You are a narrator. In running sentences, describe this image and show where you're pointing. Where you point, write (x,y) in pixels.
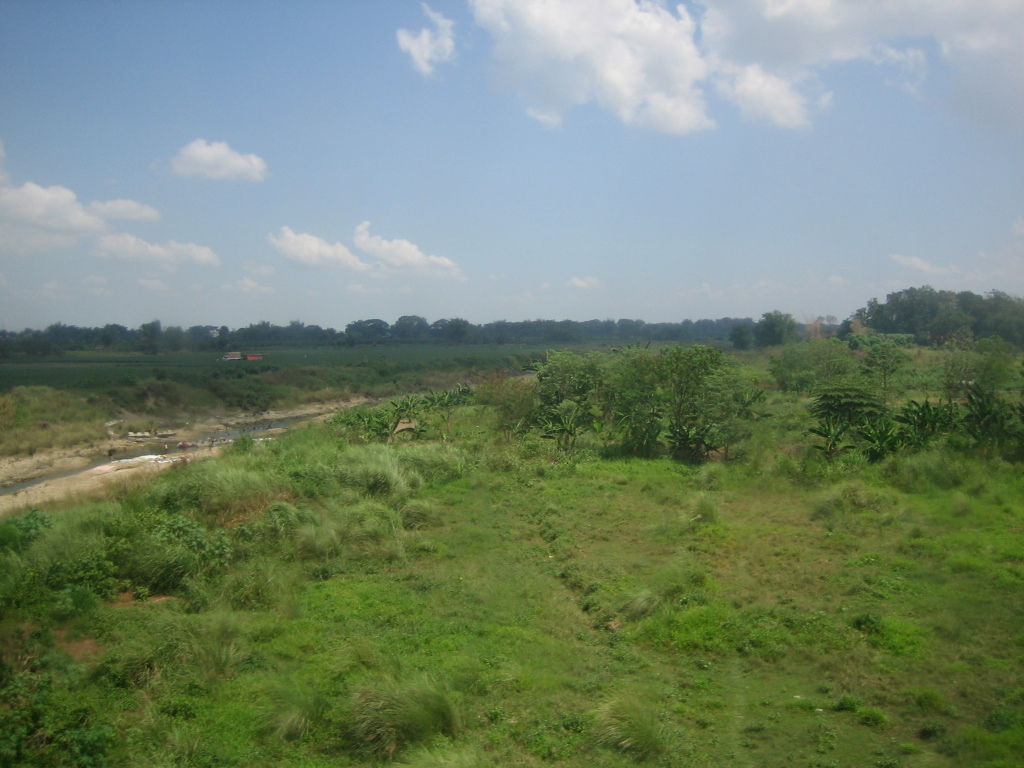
In this picture I can observe some plants (180,573) and grass (314,487) on the ground (481,531). In the background (589,337) there are trees (415,330) and clouds (109,203) in the sky (450,189).
